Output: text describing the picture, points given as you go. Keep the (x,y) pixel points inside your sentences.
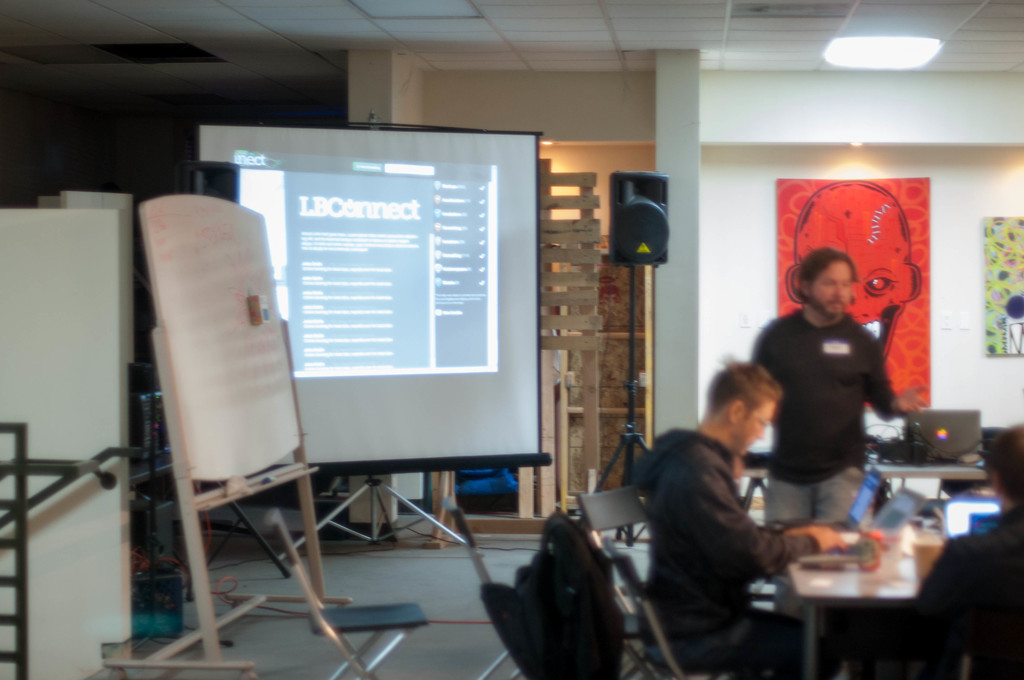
There is a projector display (539,303) in the left (264,143) and a man (770,345) is standing in the right (808,400) and another one is sitting and working in the laptop (855,518) there is a light (866,46) the top.
